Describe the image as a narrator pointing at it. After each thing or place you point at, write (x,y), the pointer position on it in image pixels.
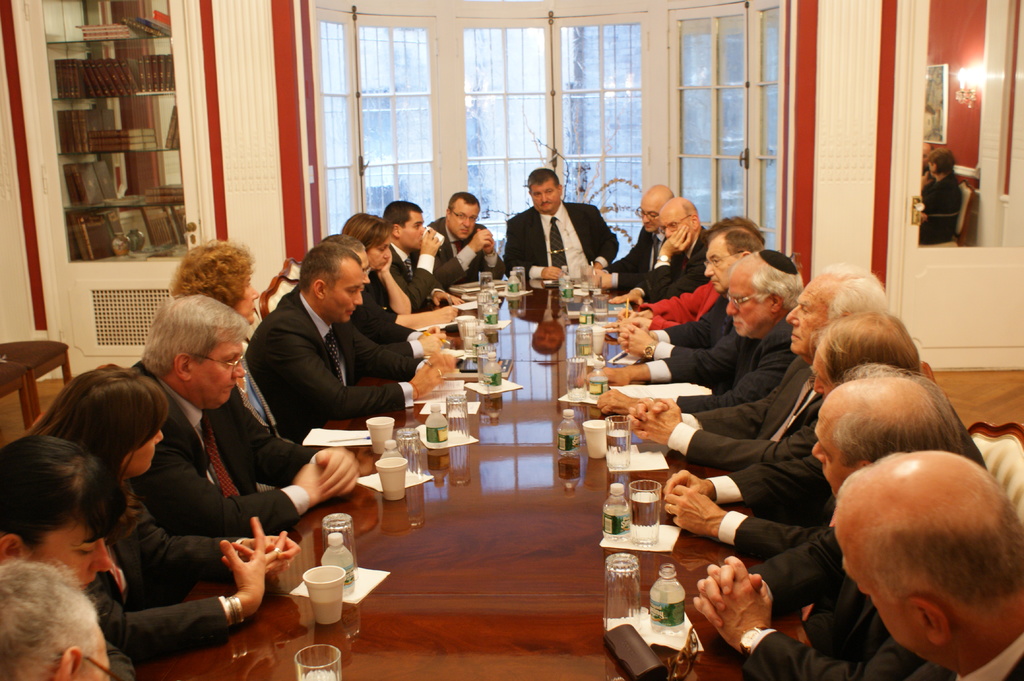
There is a group of people (727,338) sitting on a chair (275,288). On the table (501,335) there is a glass (613,584), water bottle (667,598), tissue papers (645,619) and a box (635,648). This person (401,221) drinking something. On the background (568,148) there is a big window (561,130). On left side (164,104) there is a shelves (119,213) which contain a books (107,68). Here it's a mirror window (960,207).
